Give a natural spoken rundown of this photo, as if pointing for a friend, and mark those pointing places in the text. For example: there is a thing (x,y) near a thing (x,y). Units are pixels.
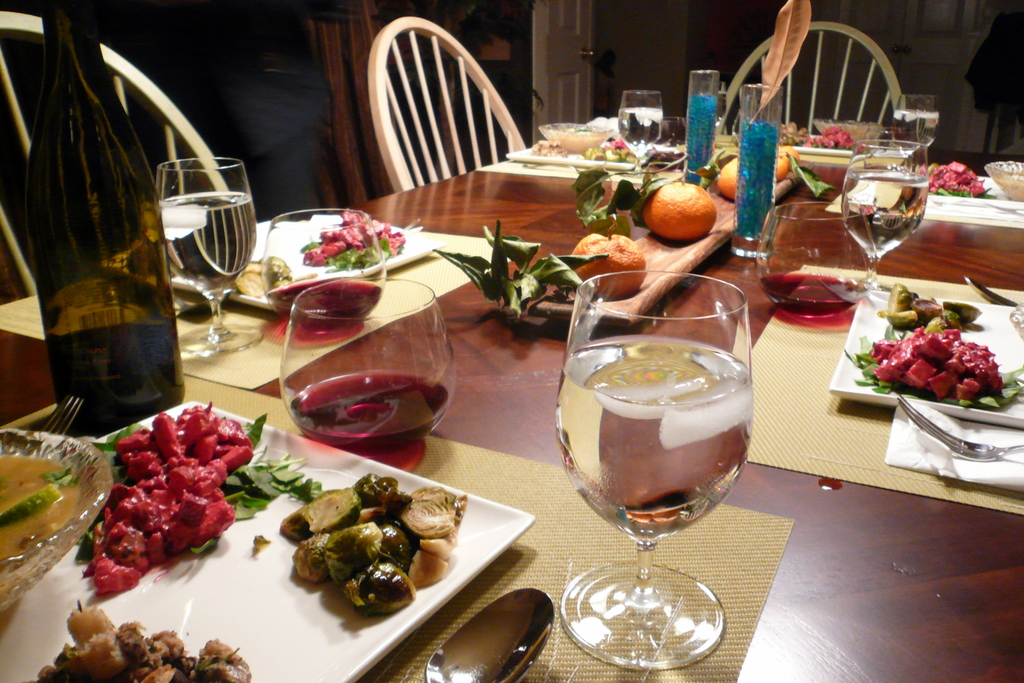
In this picture we have a table (796,547) with plates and some food (42,462) arranged on them, also they are wine bottle (100,84), wine glasses (440,366), water glasses (678,344) and some fruits (779,151).
